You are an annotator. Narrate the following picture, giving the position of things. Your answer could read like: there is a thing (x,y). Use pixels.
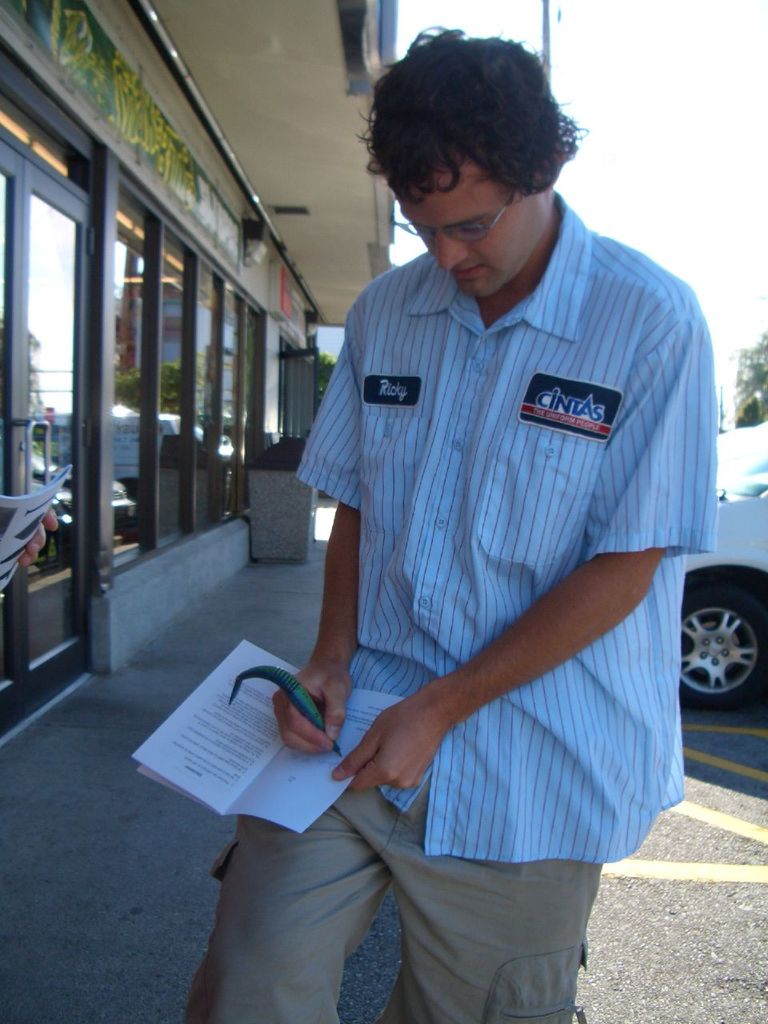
In this image in front (336,699) there is a person (451,609) holding the book (348,722) and a pen (297,698). Behind him there is a car (734,624). On the left side of the image (117,395) there is a building (138,419). At the bottom of the image (646,933) there is a road (689,928). In the background of the image (723,377) there are trees (753,403) and sky (654,141).
